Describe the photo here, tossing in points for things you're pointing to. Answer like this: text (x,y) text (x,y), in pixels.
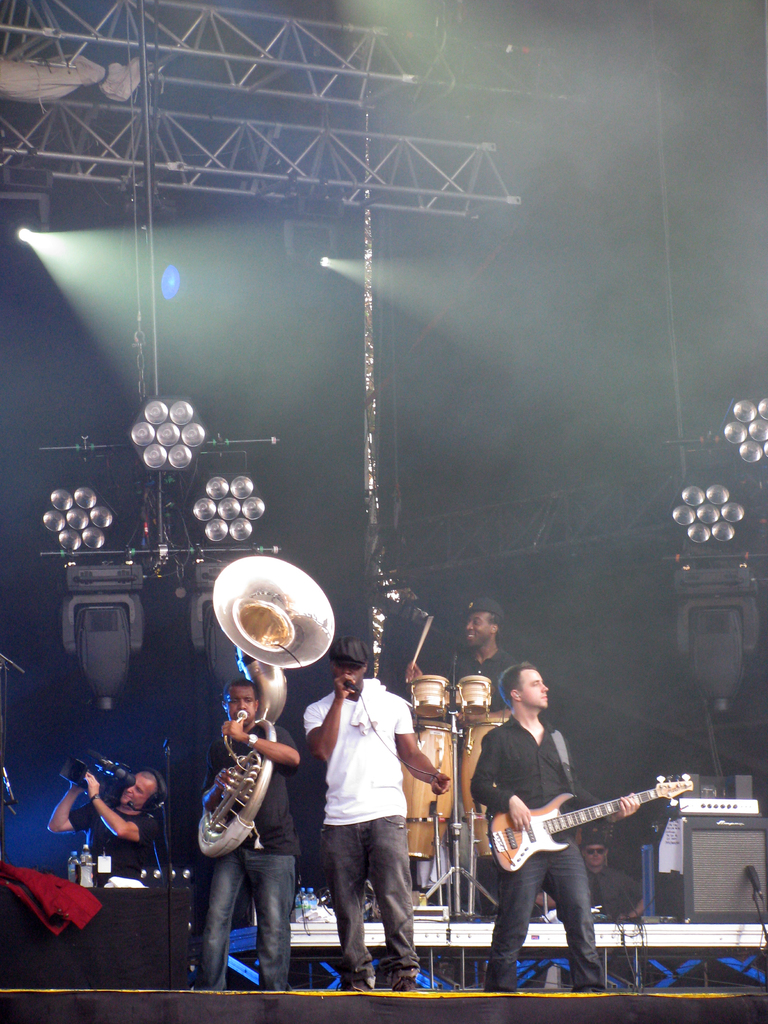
this picture show a group of people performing and playing musical instrument (247,620) and here we see a man (117,829) recording with a video camera (76,765).
